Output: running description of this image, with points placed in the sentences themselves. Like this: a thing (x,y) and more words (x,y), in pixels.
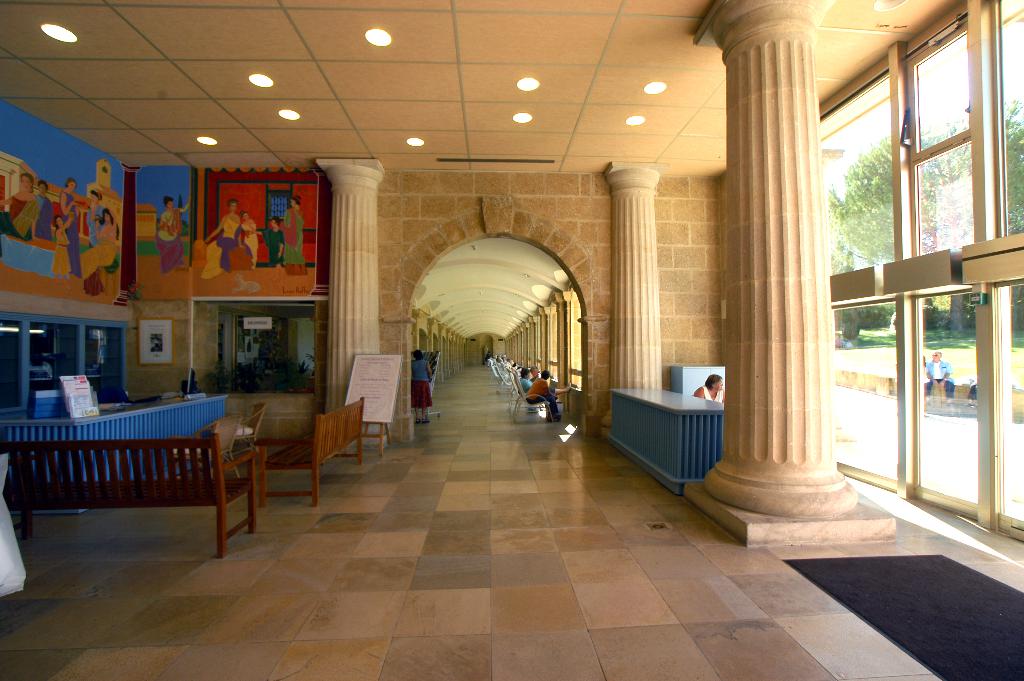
In this image I can see inside view of a building (585,486). On the left side (318,423) I can see few benches (223,540), few chairs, a white colour board (380,364) and a white colour frame (149,358) on the wall (145,384). I can also see paintings (154,223) on these walls (133,270). On the right side of this image (1009,486) I can see few people (716,377), a glass door (945,307) and few trees (968,176). In the background (517,374) I can see number of people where one is standing and rest all are sitting on chairs (502,382). On the top side of this image (487,134) I can see number of lights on the ceiling (593,122). I can also see three pillars (338,200) in the centre of this image (637,313).
